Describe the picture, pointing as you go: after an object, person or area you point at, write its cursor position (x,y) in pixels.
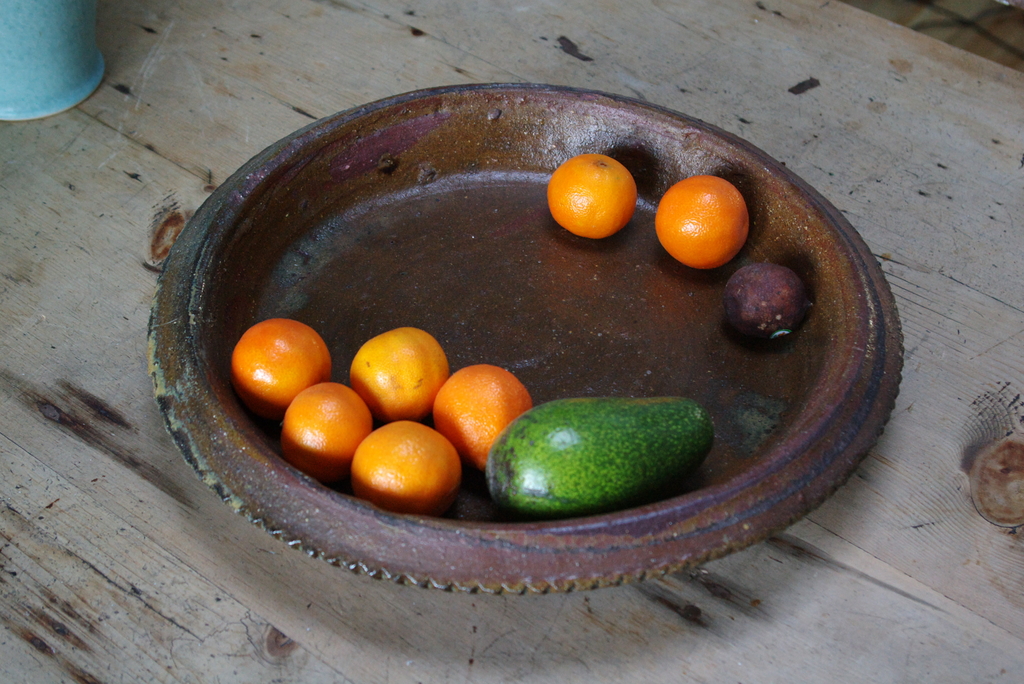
We can see oranges (352,374) and fruits (762,306) in a plate (327,529) and glass (53,61) on table (974,202).
